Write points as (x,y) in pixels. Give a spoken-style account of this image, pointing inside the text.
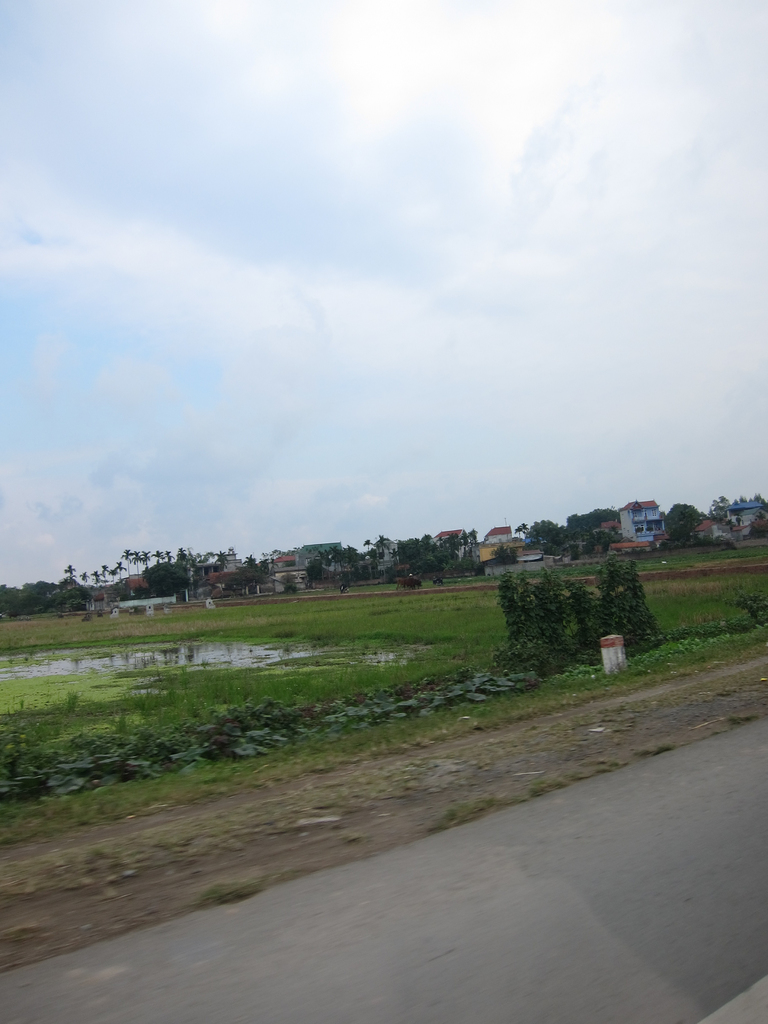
In this picture we can see plants (371,646), water (159,657), trees (356,569) and houses (643,513). Behind the houses (634,516) there is the sky (591,447). In front of the plants (571,682) there is a road (437,856).
